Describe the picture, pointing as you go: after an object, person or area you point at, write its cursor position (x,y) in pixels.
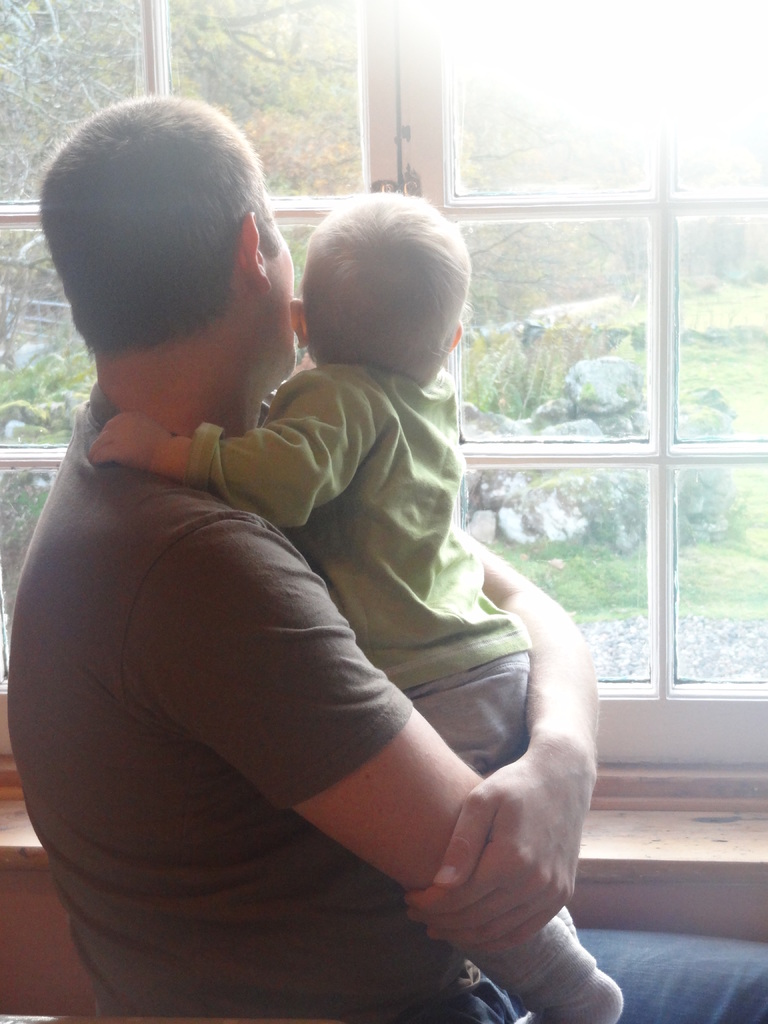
In this image I can see the person (209,781) holding the baby (427,527). In the background (539,204) I can see the glass window (459,108), few trees (104,55) in green color and I can also see few stones (526,485).
